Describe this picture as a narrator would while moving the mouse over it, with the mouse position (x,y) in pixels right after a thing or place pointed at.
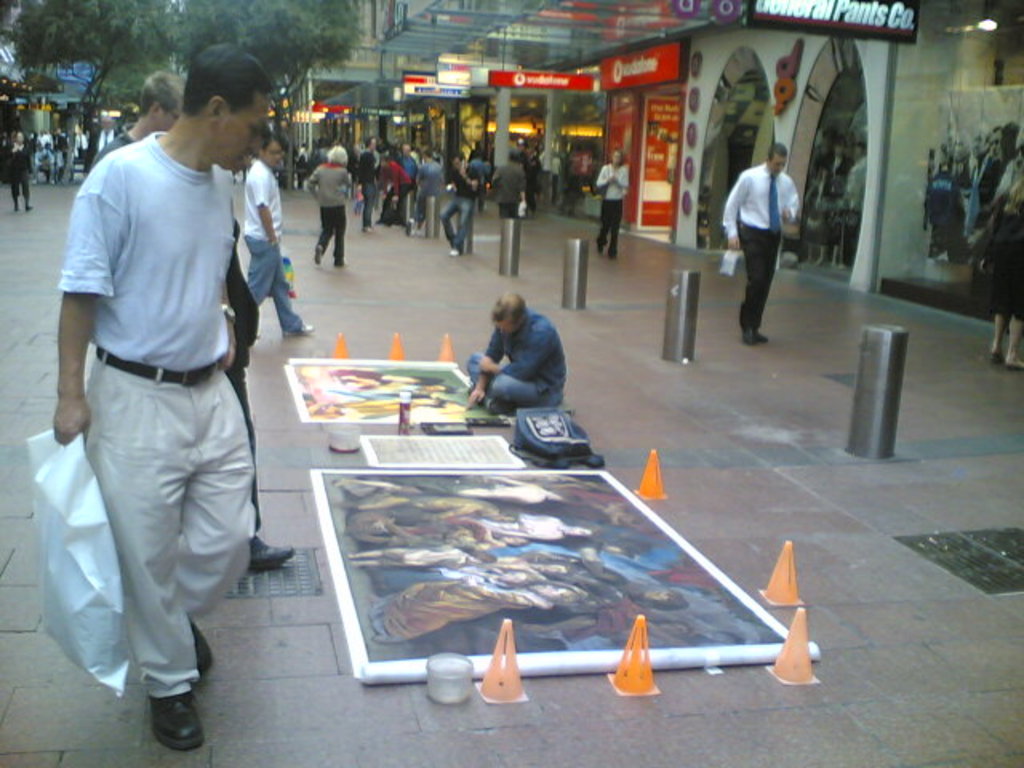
In this image, I can see groups of people (199,169) walking. I can see a person (550,403) sitting, a bag (526,446), and posters (364,569) on the floor (22,229). On the right side of the image (944,193), I can see the shops (542,107) with name boards (418,94) and lights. At the top left side of the image (158,33), there are trees (182,54).
